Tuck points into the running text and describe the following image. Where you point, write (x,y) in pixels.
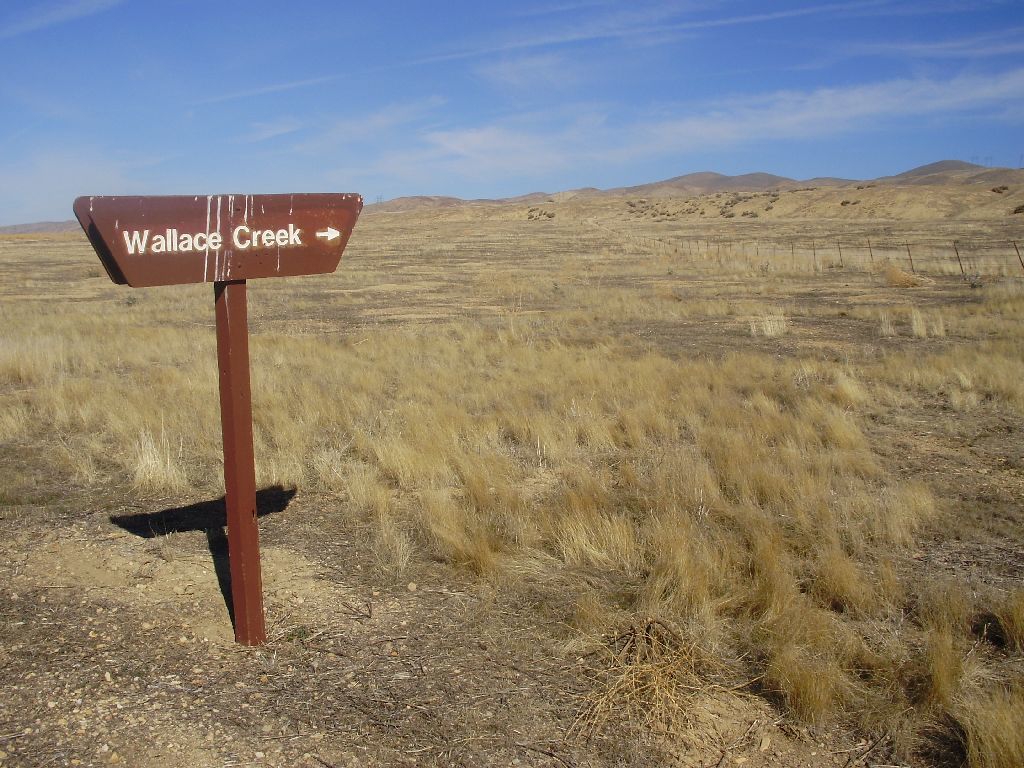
In the picture we can see a surface (648,398) with full of dried grass (808,588) and on it we can see a board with a pole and written on it as Wallace creek and right indicator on it and far away from it also we can see grass plants (573,227) and sky (447,163) with clouds (447,163).
